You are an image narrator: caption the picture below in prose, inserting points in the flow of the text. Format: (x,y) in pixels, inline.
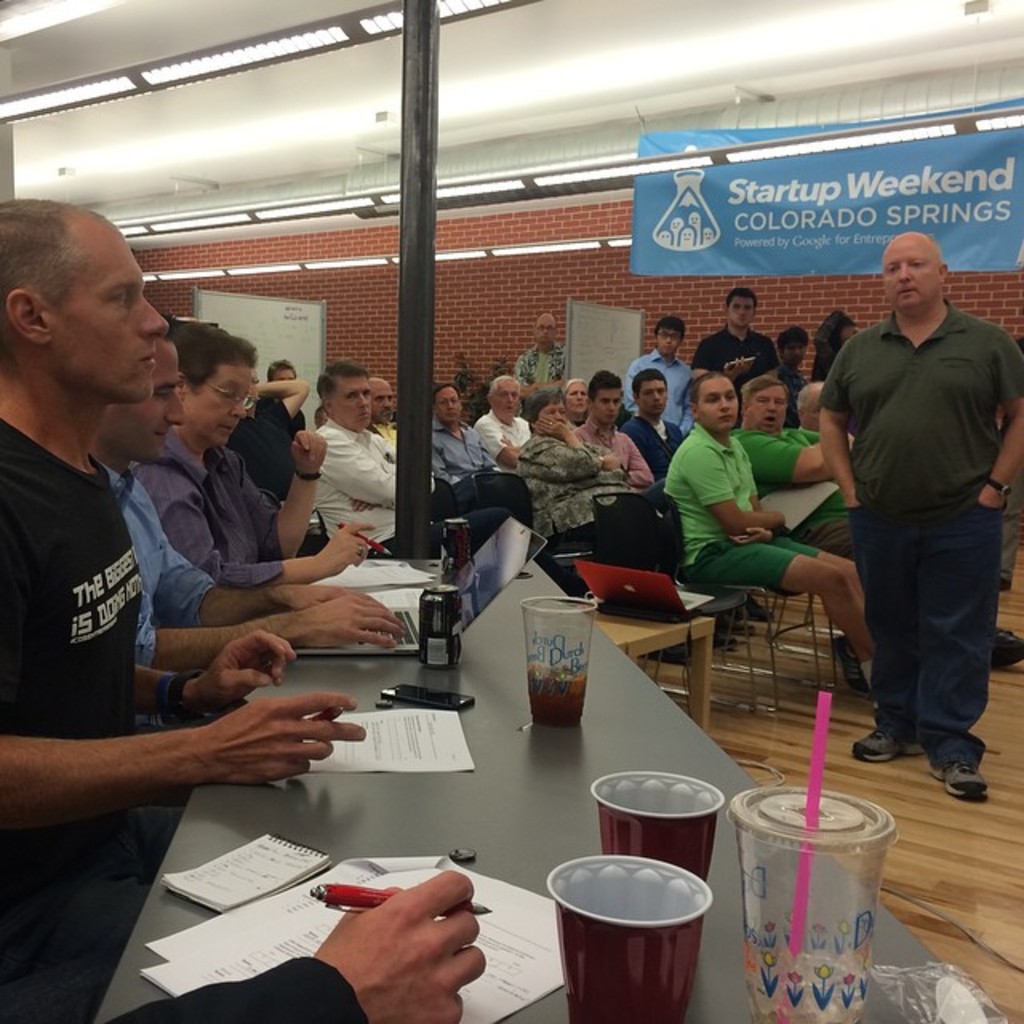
In this picture there is a group of persons (606,444) On the right side (857,460) there is a person (859,533) who is standing and looking to the table (533,737). On the left side (58,514) there is an another person (92,608) looking at the right person (904,429). Most of peoples (697,505) are sitting on a chair (728,610). On this table (672,633) there is a laptop (675,602). On the right side (938,154) we can see a banner (853,206) and reads that startup weekend. On the right (794,154) there is a light (215,66) and on this table (531,573) on the right side (784,993) glass (779,881) and straw (816,817). This woman (361,942) holding a pen (347,902). And here it's a mobile (421,701) and table (468,739).
